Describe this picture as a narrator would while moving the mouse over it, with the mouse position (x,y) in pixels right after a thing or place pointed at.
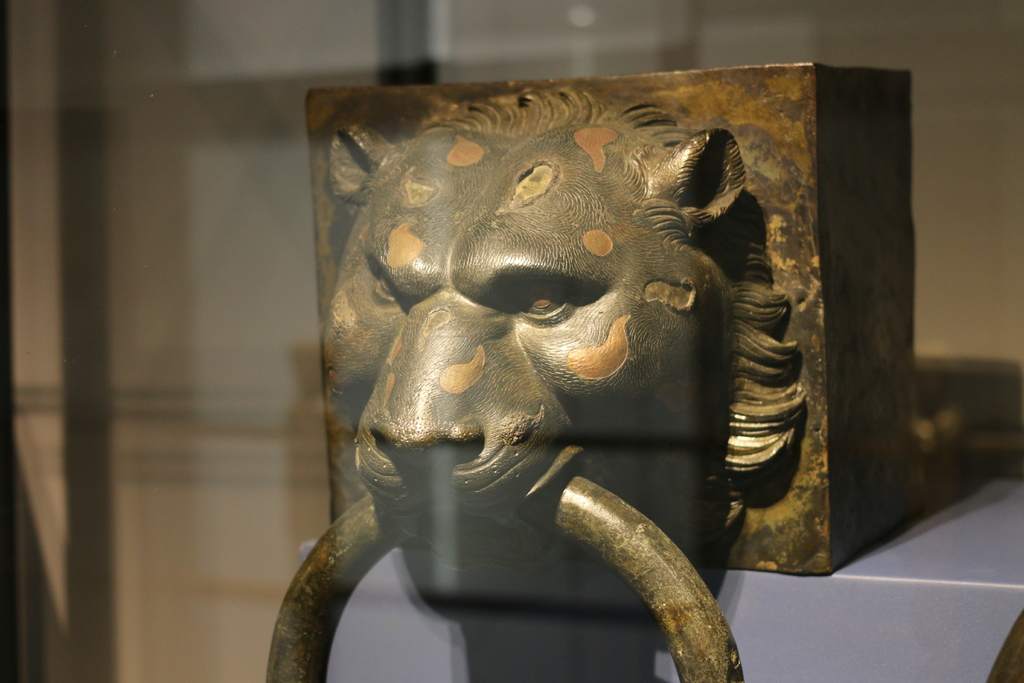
In this image I can see it looks like an idol (399,410).
